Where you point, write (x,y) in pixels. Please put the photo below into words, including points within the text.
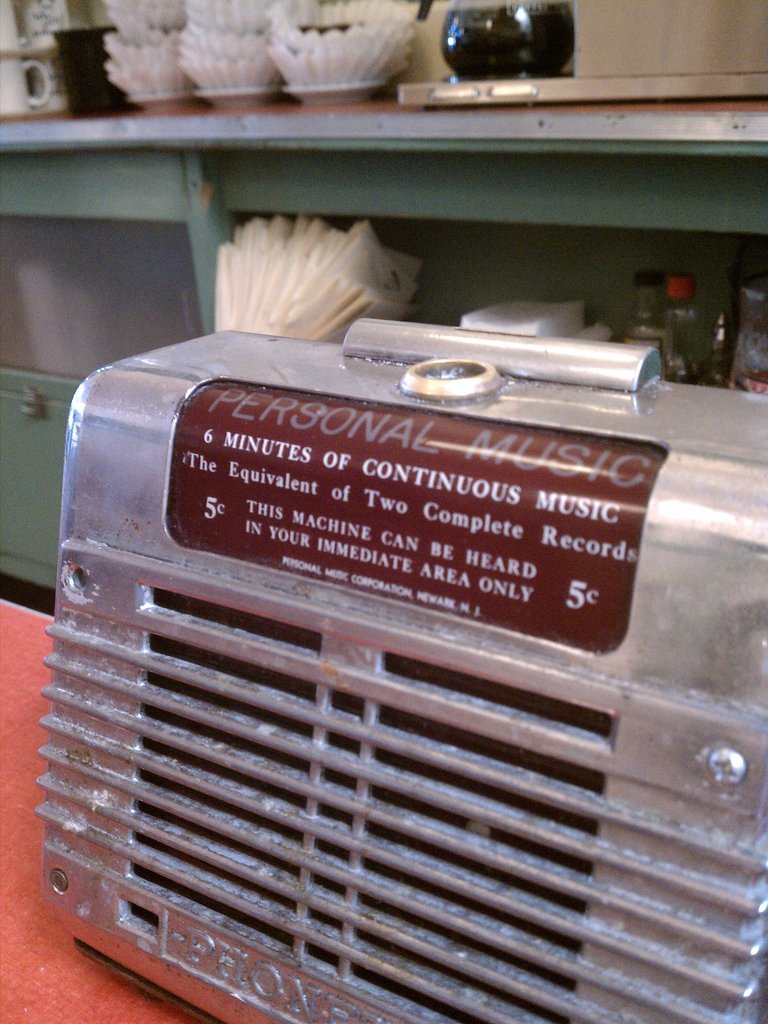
In this image I can see a metal object (400,639) on which there is something written on it. In the background (402,95) I can see cups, bottles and other objects (393,156).
